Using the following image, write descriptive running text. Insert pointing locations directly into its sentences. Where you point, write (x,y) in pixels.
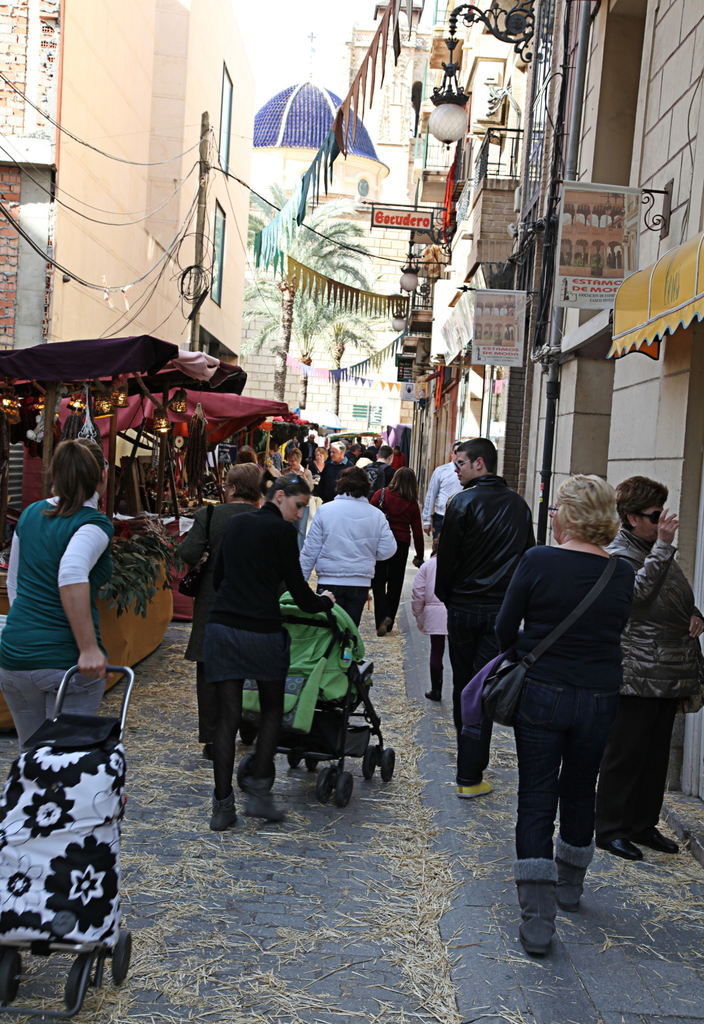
In the image we can see there are many people (332,556) walking on the street (265,841), they are wearing clothes (531,767), these are the buildings (89,140), electric pole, electric wire (190,267), light (460,93), a handbag (490,694) and a tree (263,344).
